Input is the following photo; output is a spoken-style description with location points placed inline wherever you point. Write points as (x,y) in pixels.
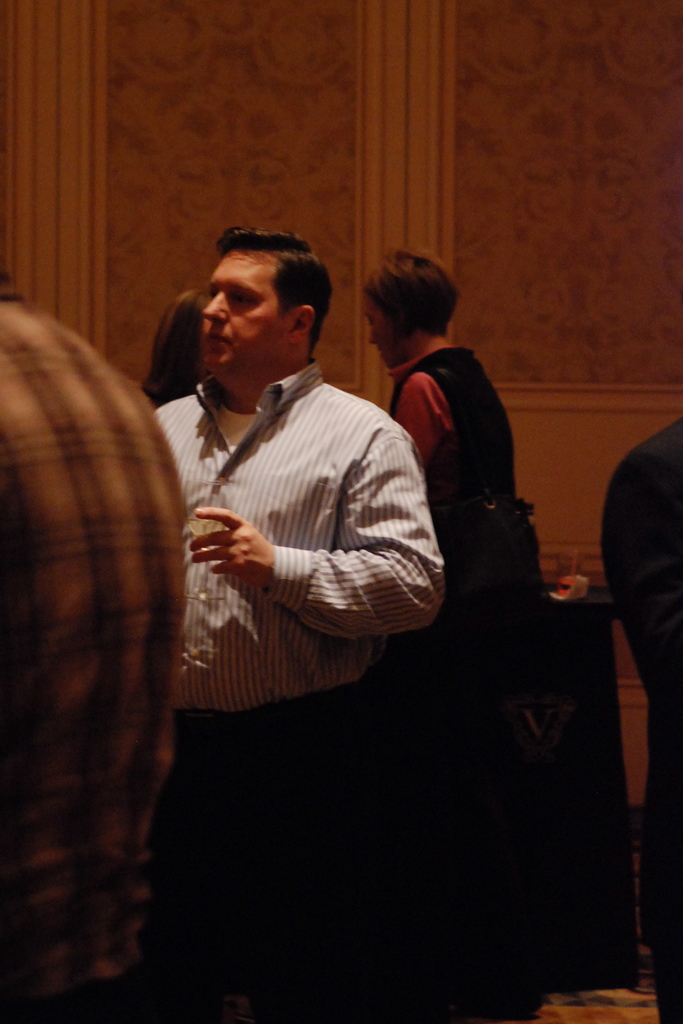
In this image I can see inside view of building (65,107), in the building (666,319) I can see there are few persons (350,560) and the wall (377,163) at the top (487,75).
